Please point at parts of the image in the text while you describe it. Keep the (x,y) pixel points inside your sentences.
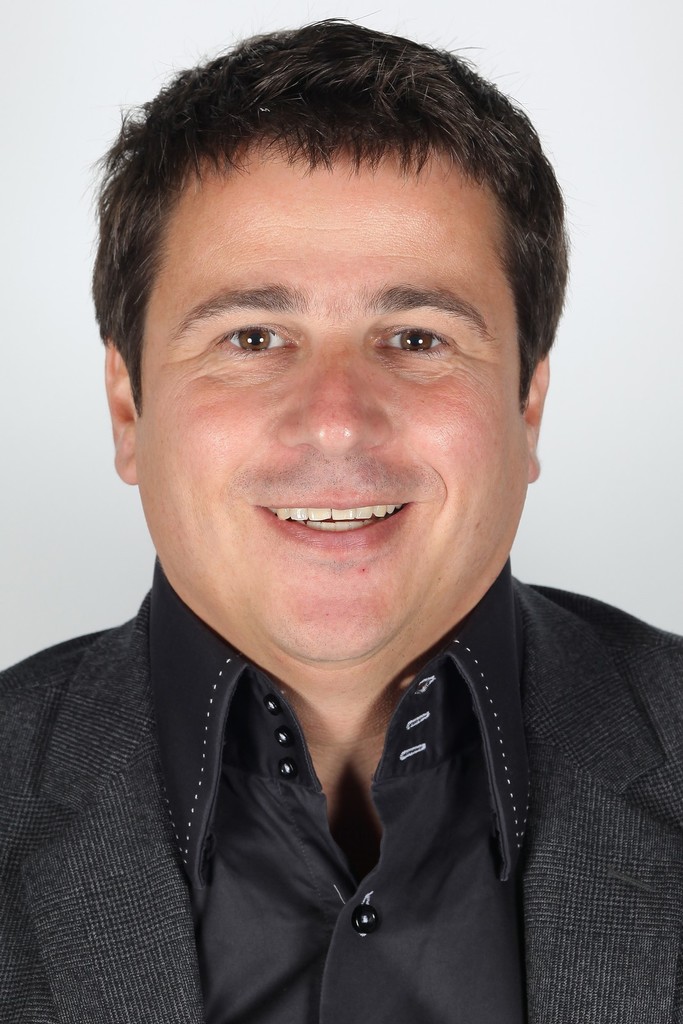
In this picture I can see there is a man (93,206) standing here and he is smiling. He is wearing a black coat (72,936) and a black shirt (182,676) and in the backdrop (602,462) there is a white surface (415,26).
